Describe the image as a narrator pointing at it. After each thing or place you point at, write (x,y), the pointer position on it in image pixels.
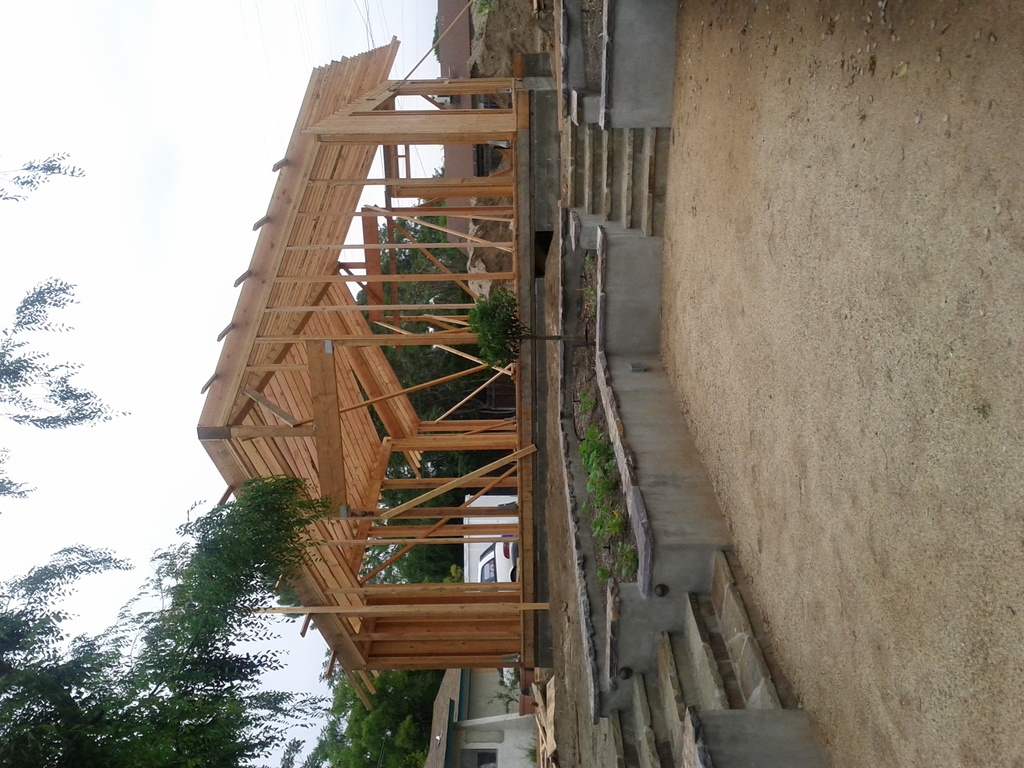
In this picture there is a wooden roof shed (343,196) and some step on the bottom side (638,584). In the front (693,260) there is a ground (738,309). On the left side (126,726) we can see the tree (115,719).
